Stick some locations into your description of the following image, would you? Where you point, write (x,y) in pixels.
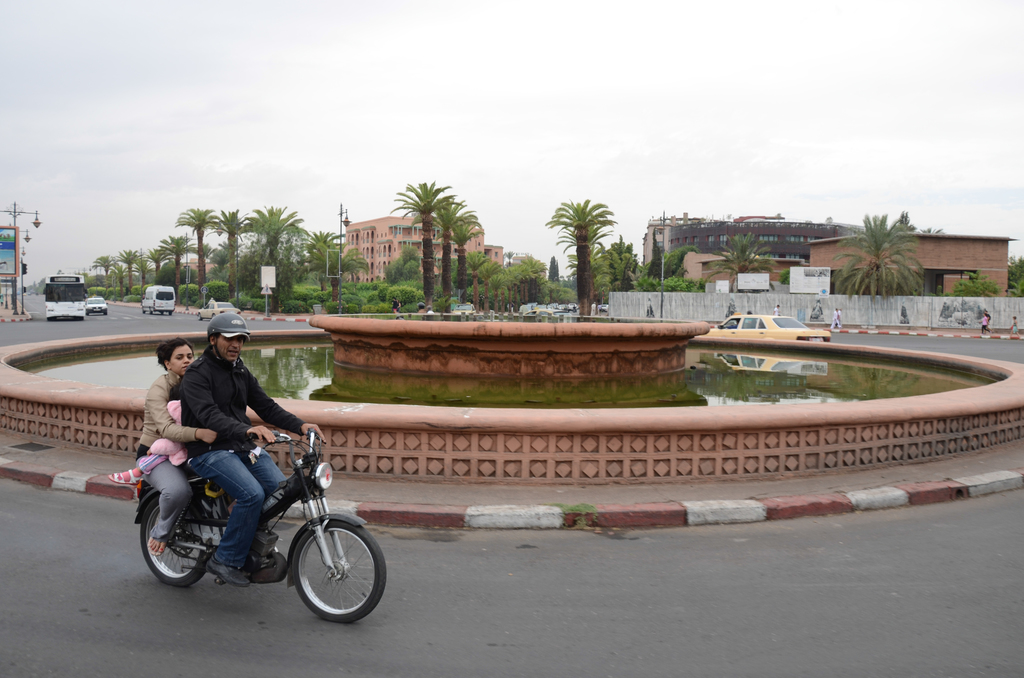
A man (186,375) is riding a bike (184,559). A woman (169,518) and child (171,409) sitting behind him. There is a fountain pool (436,392) in the middle of the road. There are some vehicles (82,286) on the road (179,310). There some trees (334,293) and buildings (692,267) in the background (719,262).
